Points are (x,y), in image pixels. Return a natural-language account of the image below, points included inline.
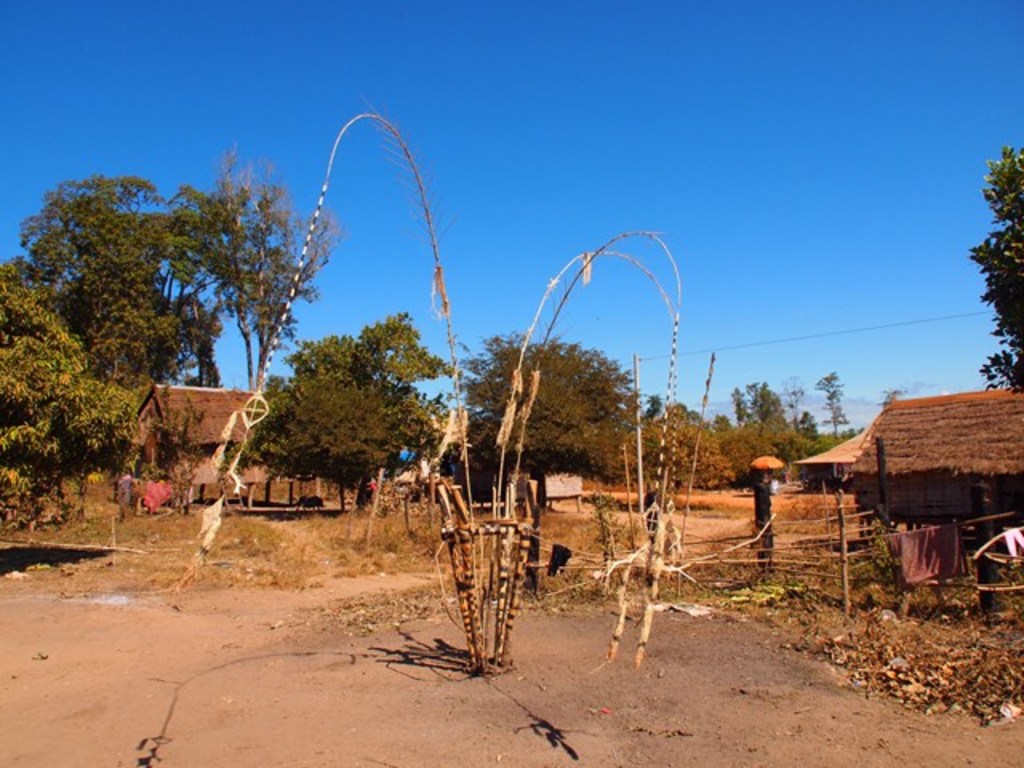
in this image in the middle (604,508), there is a structure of bamboo poles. At the bottom (699,701) there is land (687,690). In the background (125,277) there are houses (889,456), trees (378,422), people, plants (354,470), grass (332,527), animal (304,498), sky (843,268) and clouds (859,393).
